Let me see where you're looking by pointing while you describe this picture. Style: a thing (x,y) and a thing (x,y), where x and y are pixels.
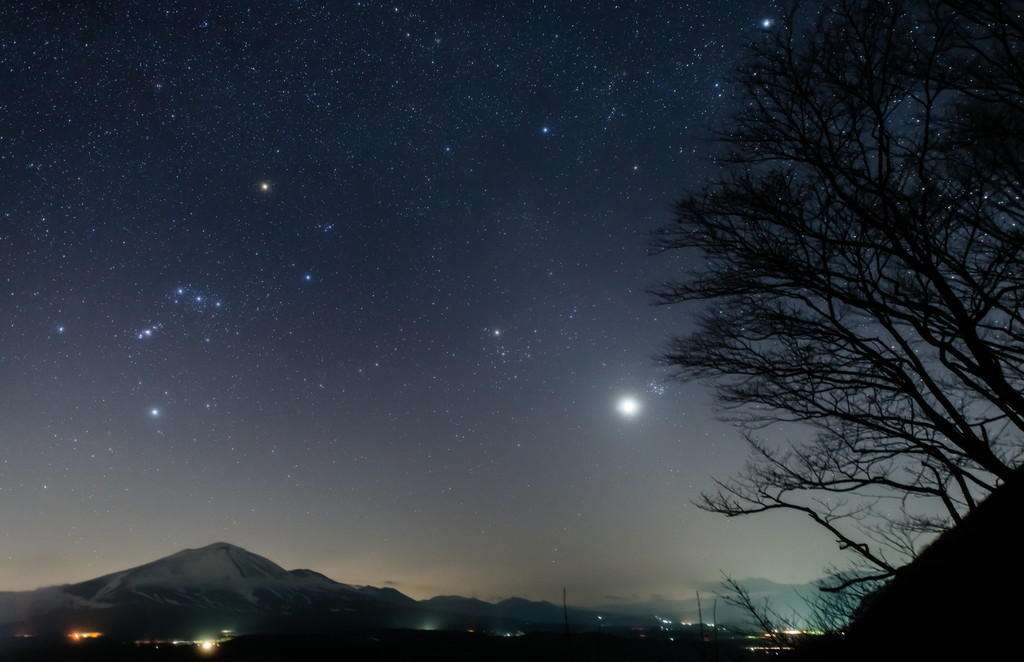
In the picture I can see the deciduous trees (797,244) on the right side (871,279). In the background (725,598), I can see the mountains (199,556). I can see a planet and stars (400,260) in the sky (439,209).
